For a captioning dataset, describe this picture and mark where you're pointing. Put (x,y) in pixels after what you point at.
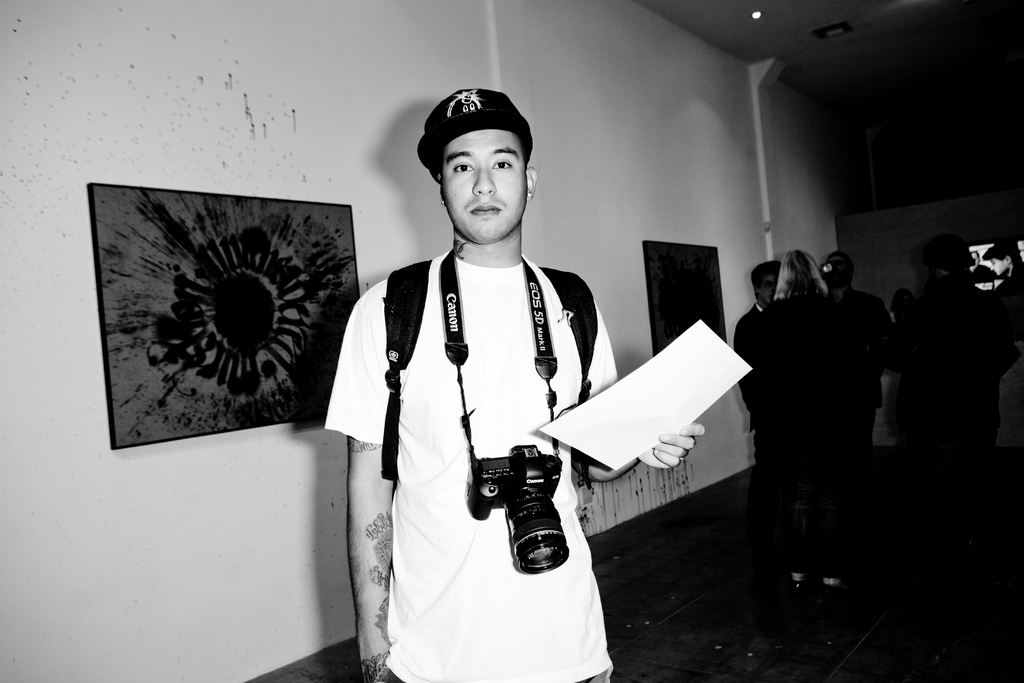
This is a black and white image where we can see a man (492,412) is standing. He is wearing a T-shirt (437,482), cap (494,119) and carrying a camera (549,477) and bag (409,333). On the right side of the image (828,405), we can see people (898,402) are standing on the floor (731,630). In the background (666,198), we can see frames (266,242) on the wall (547,96).
